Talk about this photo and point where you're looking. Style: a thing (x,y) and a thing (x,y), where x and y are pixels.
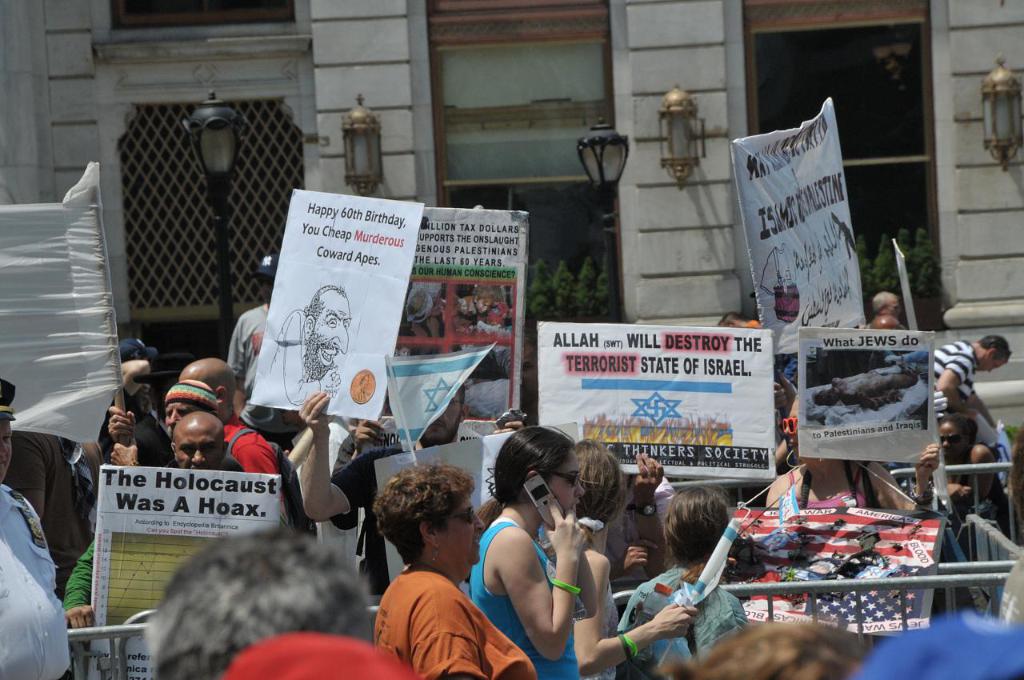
In the foreground (550,569) I can see a crowd (407,542) on the road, posters (722,465) and a fence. In the background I can see a building (255,68), light poles (614,226) and houseplants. This image is taken may be during a day.
